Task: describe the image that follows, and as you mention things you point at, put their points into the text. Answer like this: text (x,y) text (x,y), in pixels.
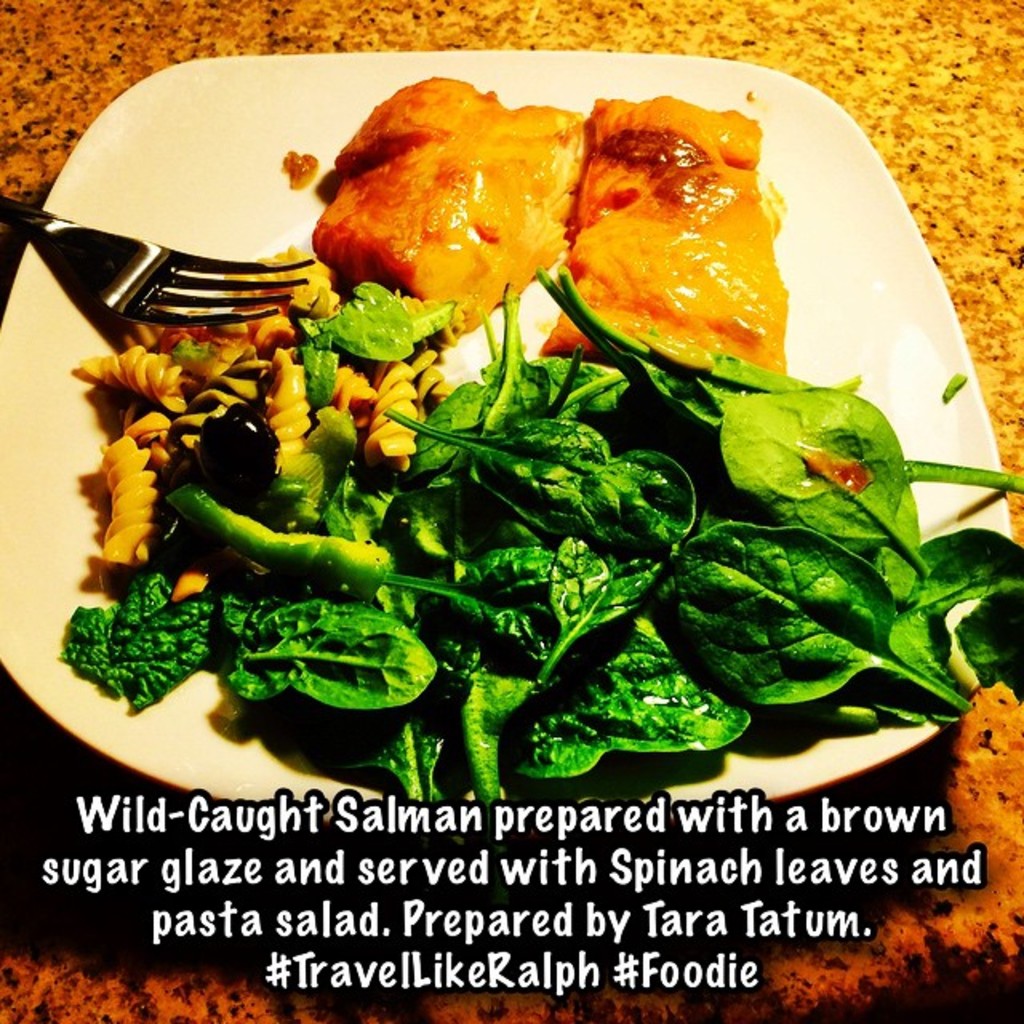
In this image there is a table (984,107) and we can see a plate (81,598) containing food (456,322) and a fork (150,278) placed on the table (828,980). At the bottom (297,857) there is text (723,823).
